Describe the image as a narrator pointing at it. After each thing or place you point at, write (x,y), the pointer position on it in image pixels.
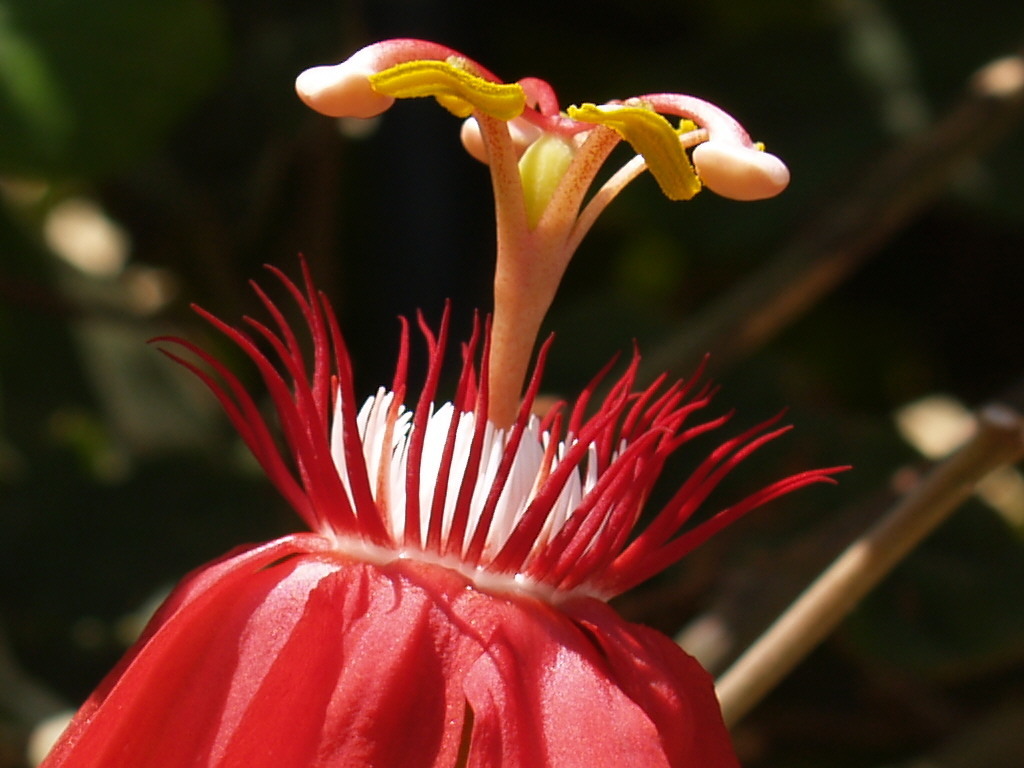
In this image I can see an inner part (412,55) of a flower (430,48). It has a yellow color, white color and red color.
